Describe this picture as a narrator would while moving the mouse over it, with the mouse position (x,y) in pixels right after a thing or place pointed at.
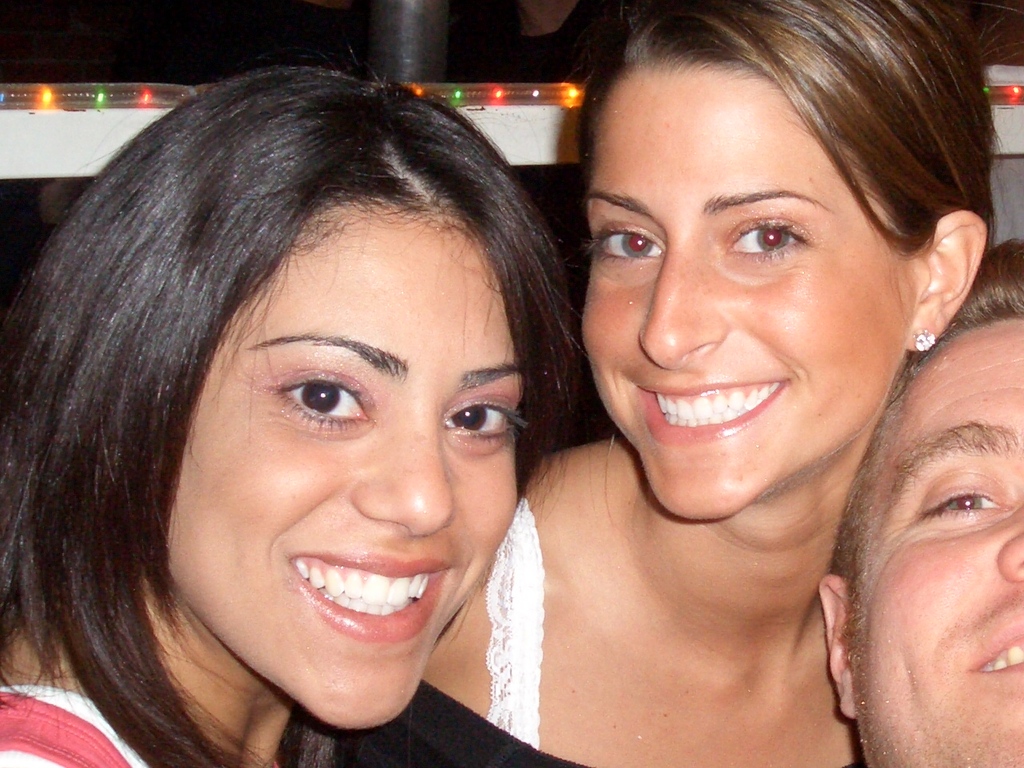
In this image we can see the persons (472,570) sitting. And at the back (409,25) we can see a pole (443,63) and lights (147,105).
